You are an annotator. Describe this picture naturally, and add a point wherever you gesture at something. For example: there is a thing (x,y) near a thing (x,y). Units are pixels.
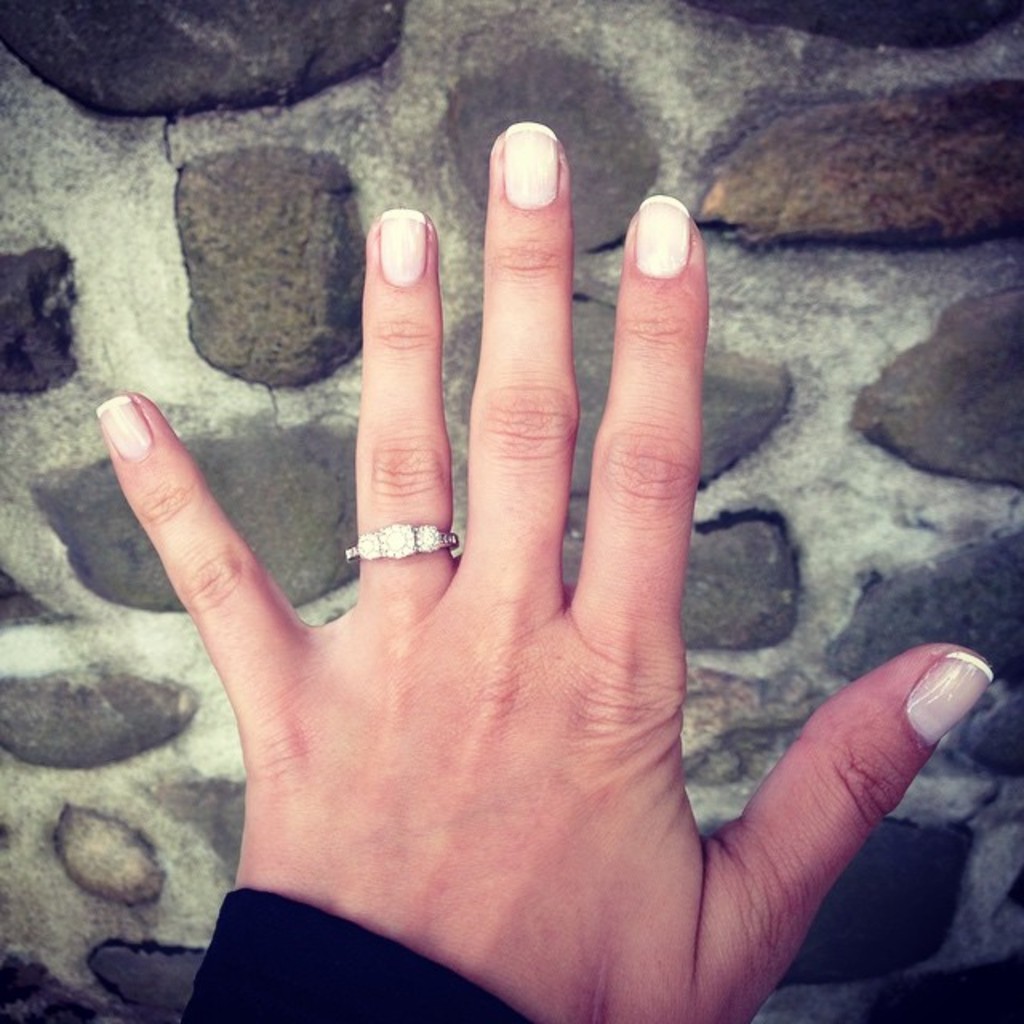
This is a zoomed in picture. In the center (644,671) we can see the hand (651,688) of a person (527,386) and there is a ring (398,545) in the ring finger (407,420). In the background (315,275) we can see the ground (841,489) and the gravels (762,228).
